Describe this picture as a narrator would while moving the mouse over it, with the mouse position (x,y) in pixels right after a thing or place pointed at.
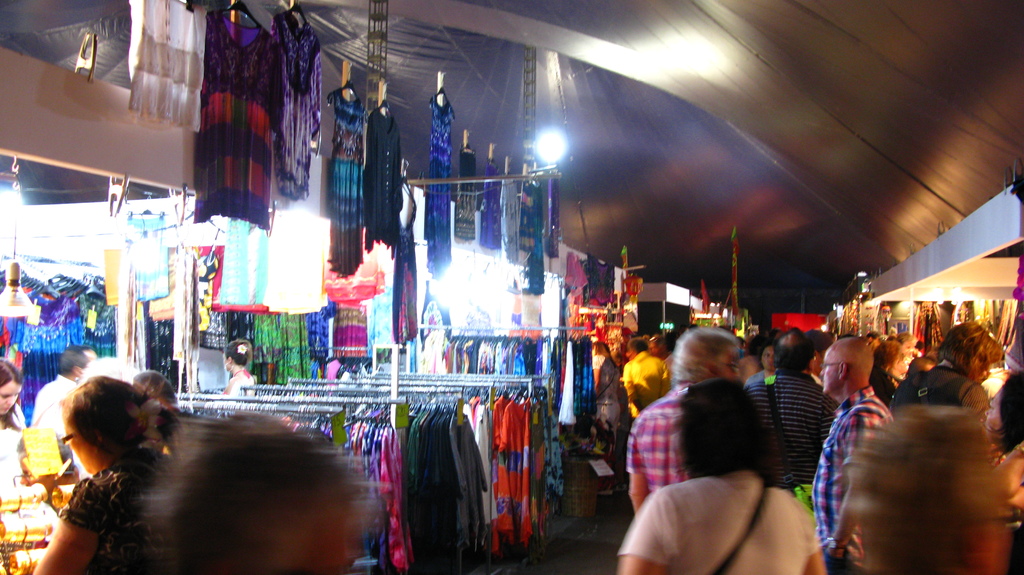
In this image we can see the stalls (427,305). We can also see the clothes racks (364,419). At the top (677,126) there is roof (776,115) for shelter. We can also see the lights (560,140) and also people (730,393) at the bottom (726,468).
